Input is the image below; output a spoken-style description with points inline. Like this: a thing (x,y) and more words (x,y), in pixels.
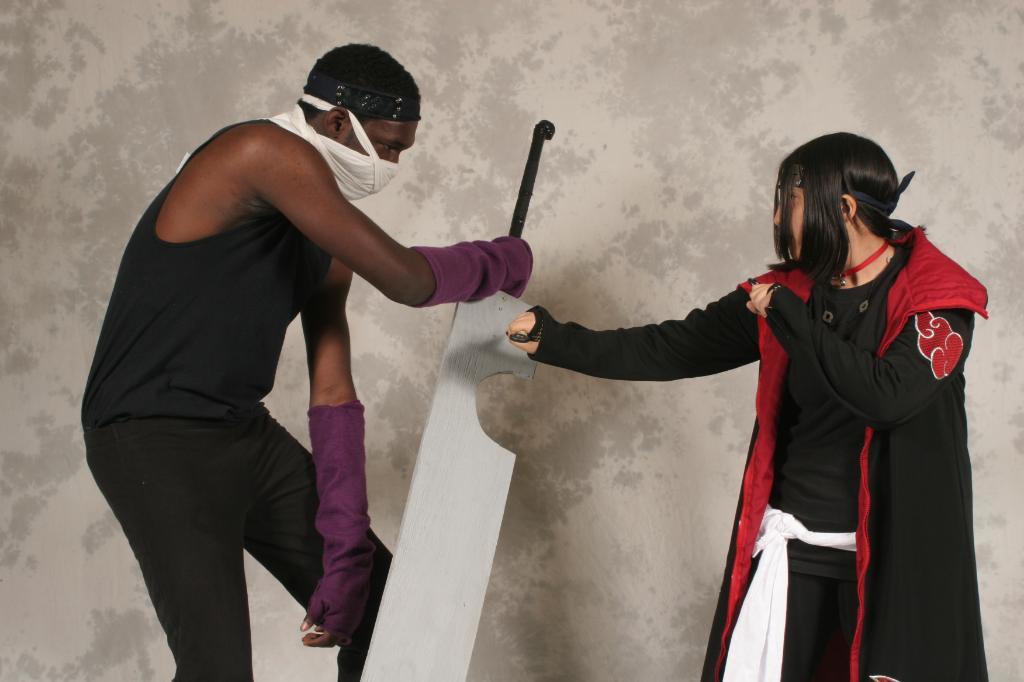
In this image I can see there two persons (804,409) wearing a black color dresses (832,413) and on the left side (273,206) person (259,178) he holding a sword (526,190) and in the middle (583,268) I can see the wall (549,149) and I can see a white color object (497,519) visible in the middle (452,455).
